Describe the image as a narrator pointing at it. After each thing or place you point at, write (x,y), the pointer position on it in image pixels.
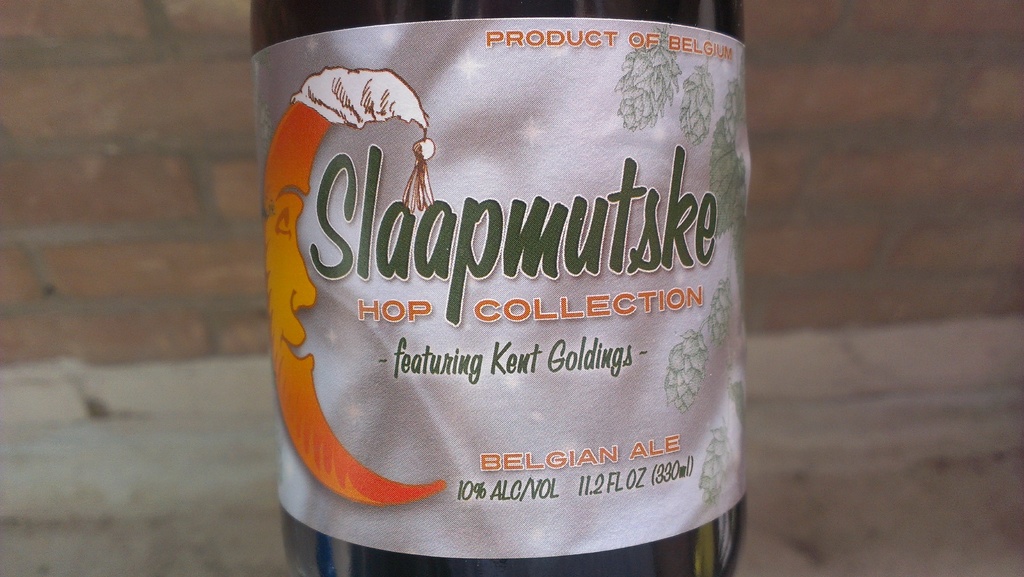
This picture shows a bottle (325,95) and we see a brick wall (885,275) on the back (193,193).
